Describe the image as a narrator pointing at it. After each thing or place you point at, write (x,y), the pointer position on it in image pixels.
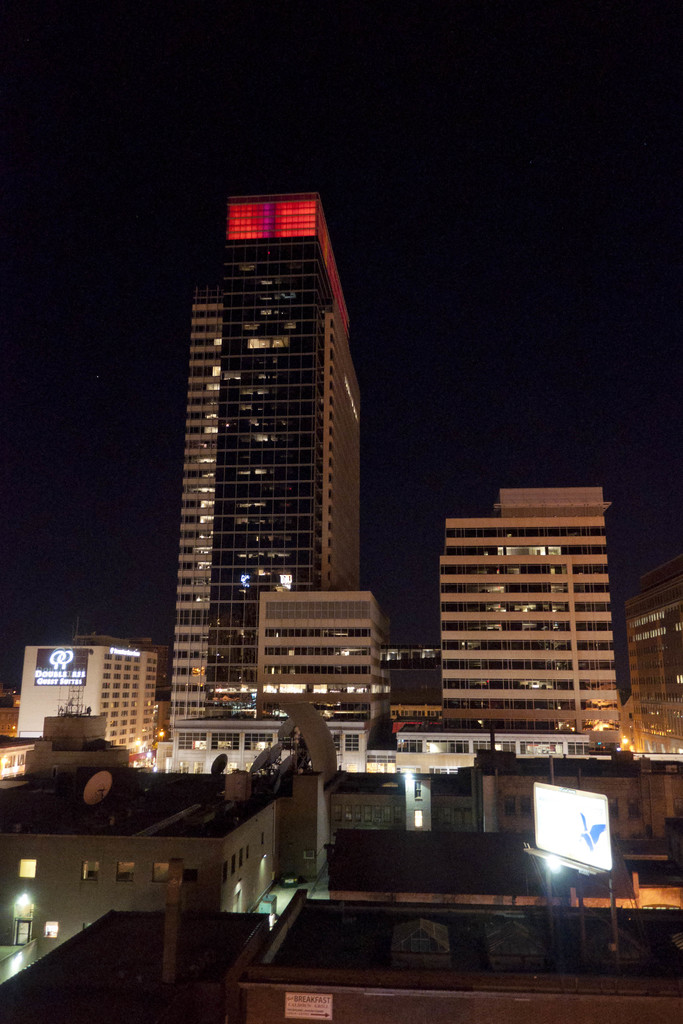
In the picture I can see the lights (563,862), boards (560,831), tower buildings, LED light boards (557,797) and the dark sky (350,185) in the background (161,561).
